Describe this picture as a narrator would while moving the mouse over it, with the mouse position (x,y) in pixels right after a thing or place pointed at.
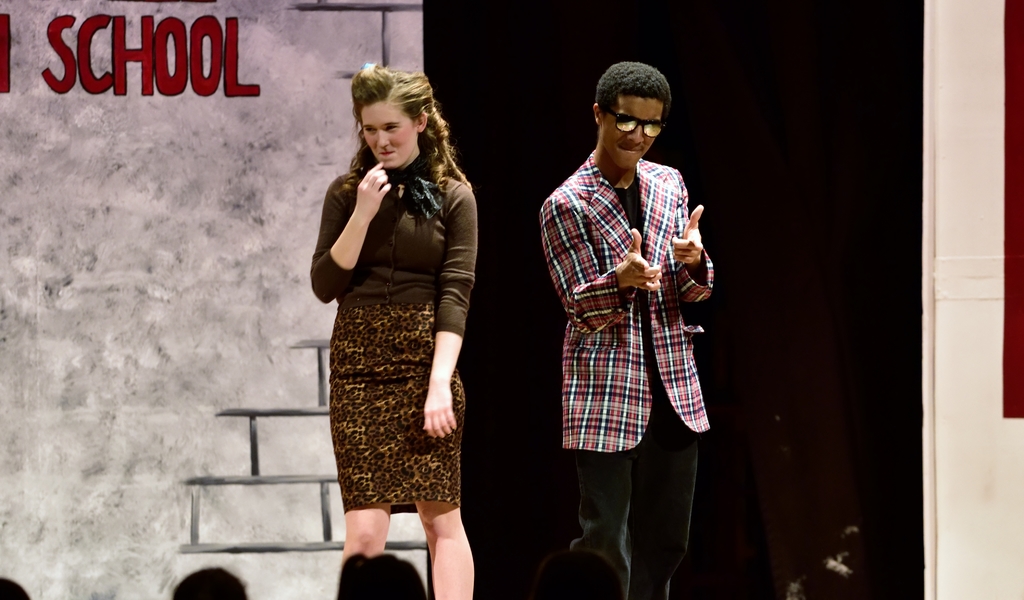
In this image in the center (374,234) there are persons (584,258) standing and smiling. In the background (224,179) there is a wall (202,203) and on the wall (224,147) there is some text (117,90) written on it. In the front (595,587) there are objects (367,586) which are black in colour which are visible. On the right side (1022,224) there is a wall (978,264) and on the wall (997,260) there is a colour which is in red.
